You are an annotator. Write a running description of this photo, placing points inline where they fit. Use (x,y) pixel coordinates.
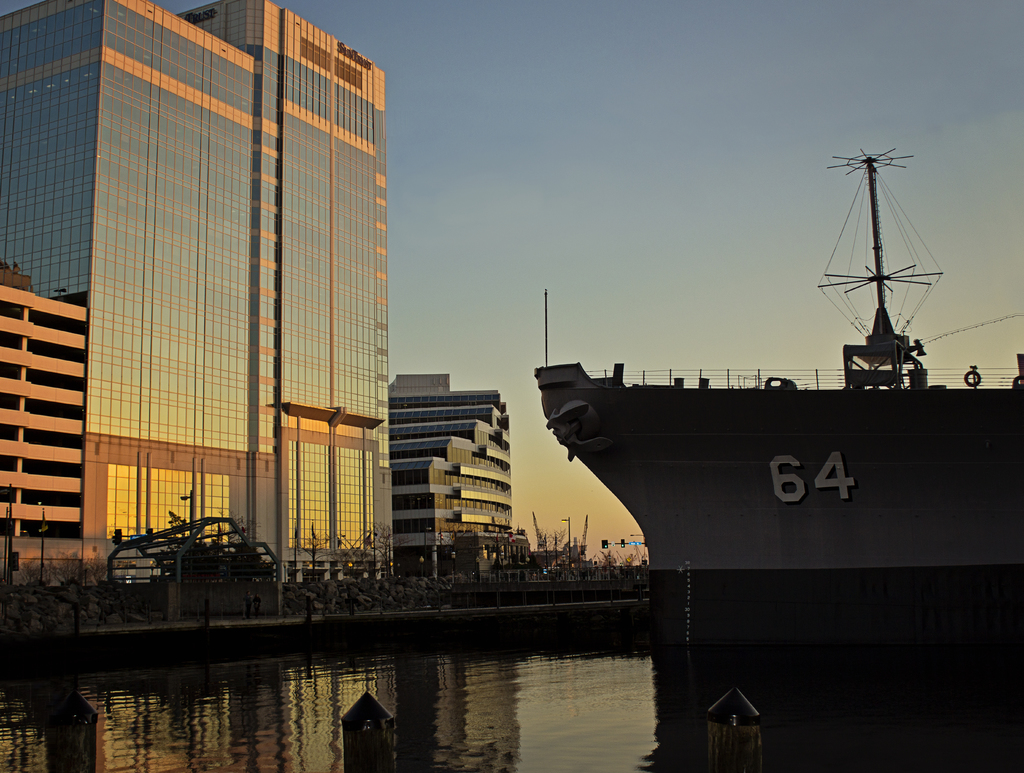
In this picture we can see a ship (838,532) on the water (494,717) and on the ship (843,466) there is a fence (854,375) and a pole (881,248). On the left side of the ship (805,460) there are buildings (353,451), sky (607,271) and other items (491,585).
